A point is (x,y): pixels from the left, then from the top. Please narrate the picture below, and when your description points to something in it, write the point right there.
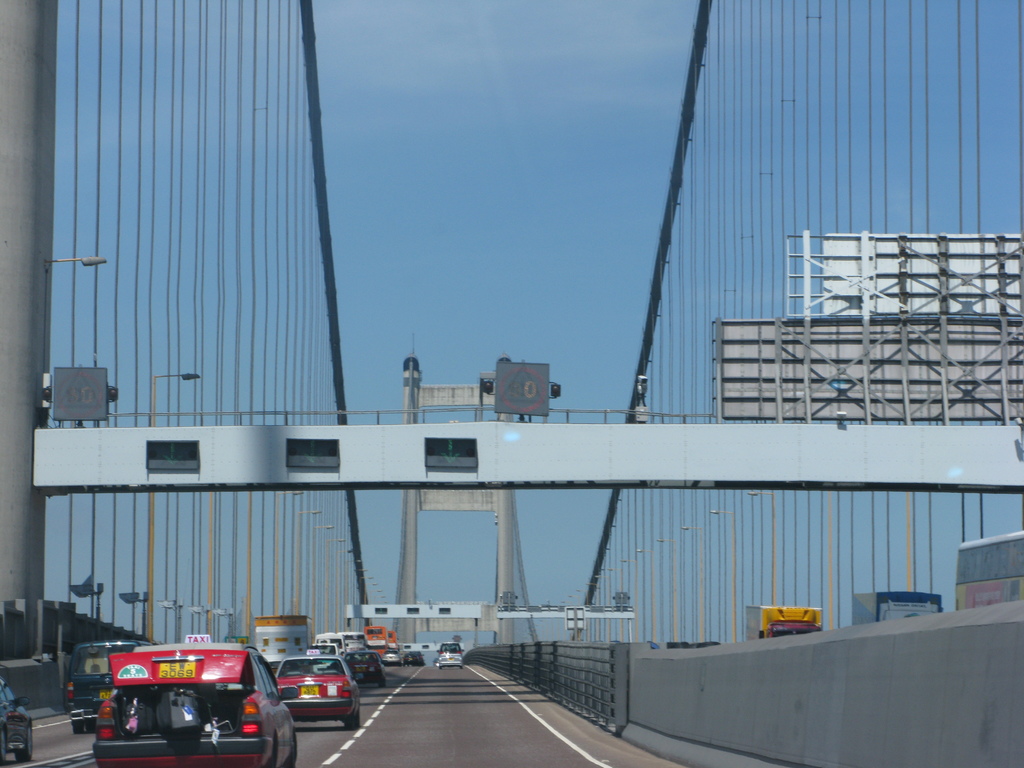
This is the picture of a bridge (520,568). In this image there are vehicles (7,706) on the road (407,753). On the left side of the image (47,248) there are poles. In the foreground (628,485) there are boards (849,336) on the pole (524,472). At the top (391,246) there is sky (385,265). At the bottom (504,760) there is a road (502,746).
